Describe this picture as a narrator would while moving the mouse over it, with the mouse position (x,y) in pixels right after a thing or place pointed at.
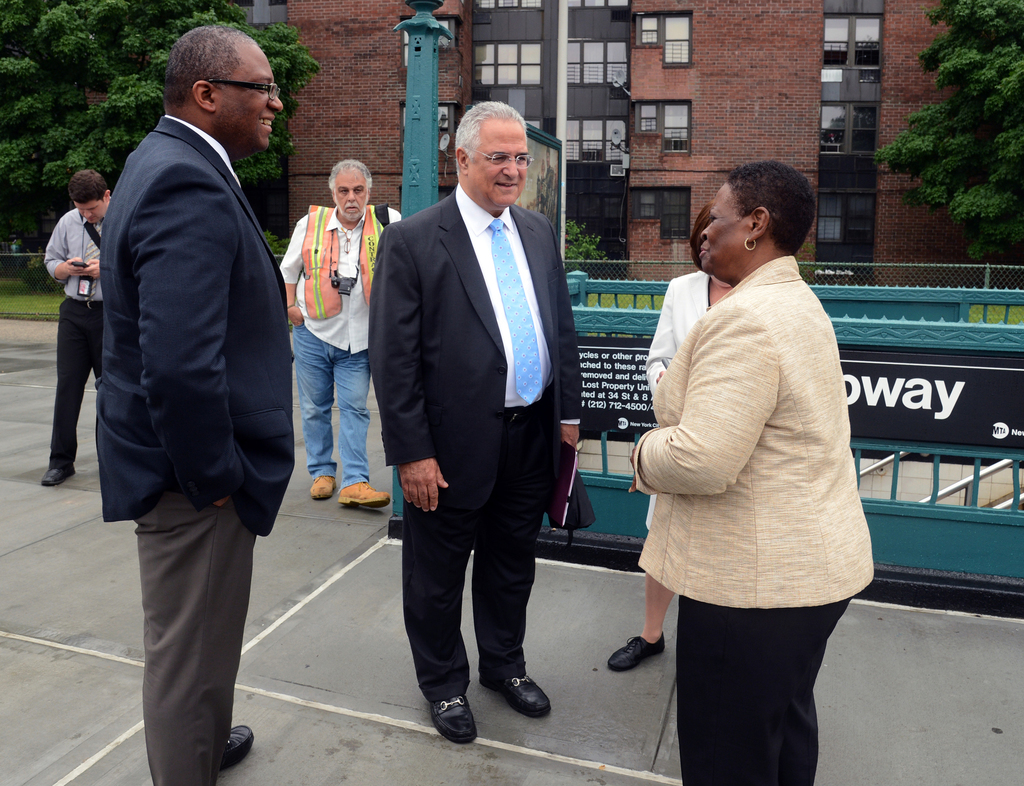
In this picture, we see four men (313,384) and two women (703,254) are standing. The woman (715,389) on the right side (733,421) is trying to talk something and they are smiling. The man (83,236) on the left side (66,241) is holding a mobile phone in his hands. Behind them, we see the railing (585,308), pole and a board (622,381) in black color with some text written on it. Behind that, we see the fence (975,271). There are trees (966,87) and the buildings (466,50) in the background (128,107). On the left side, we see the grass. At the bottom (348,703), we see the pavement (407,726).
